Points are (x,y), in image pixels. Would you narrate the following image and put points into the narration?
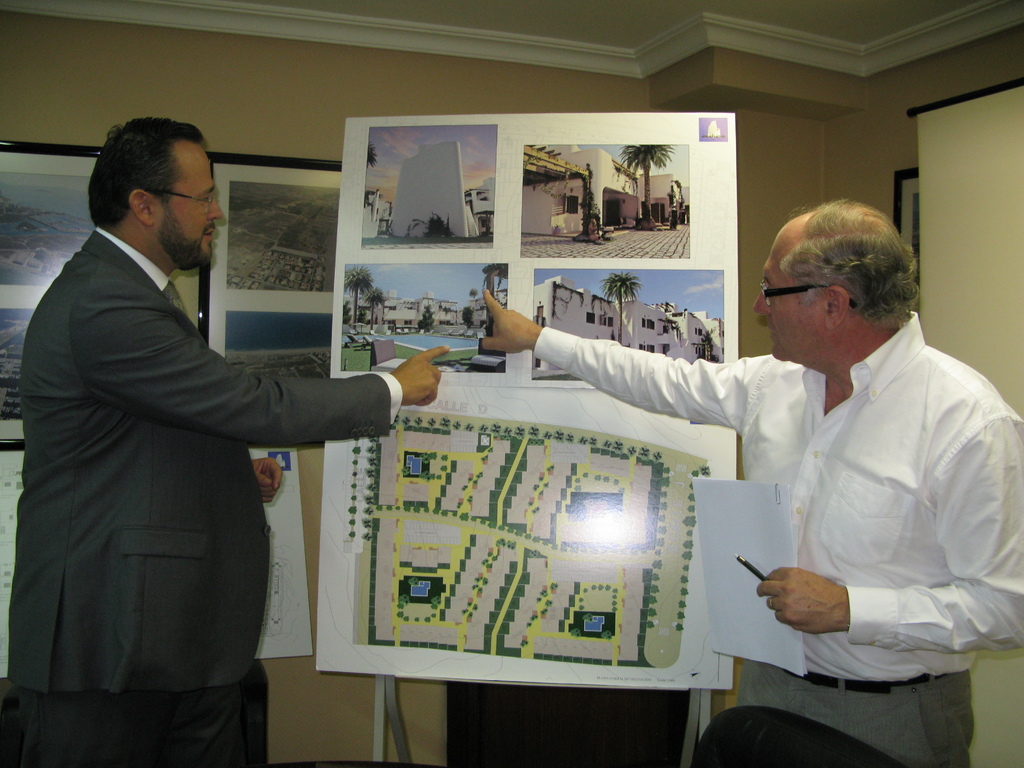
Here we can see two people (846,333). These two people (319,393) are pointing and looking at this picture (431,322). This man (168,357) wore a suit (193,521). Another person (877,358) is holding a paper (746,530) and pen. On this whiteboard (423,305) there are pictures (535,367) and few pictures (338,201) are on the wall (247,116).
